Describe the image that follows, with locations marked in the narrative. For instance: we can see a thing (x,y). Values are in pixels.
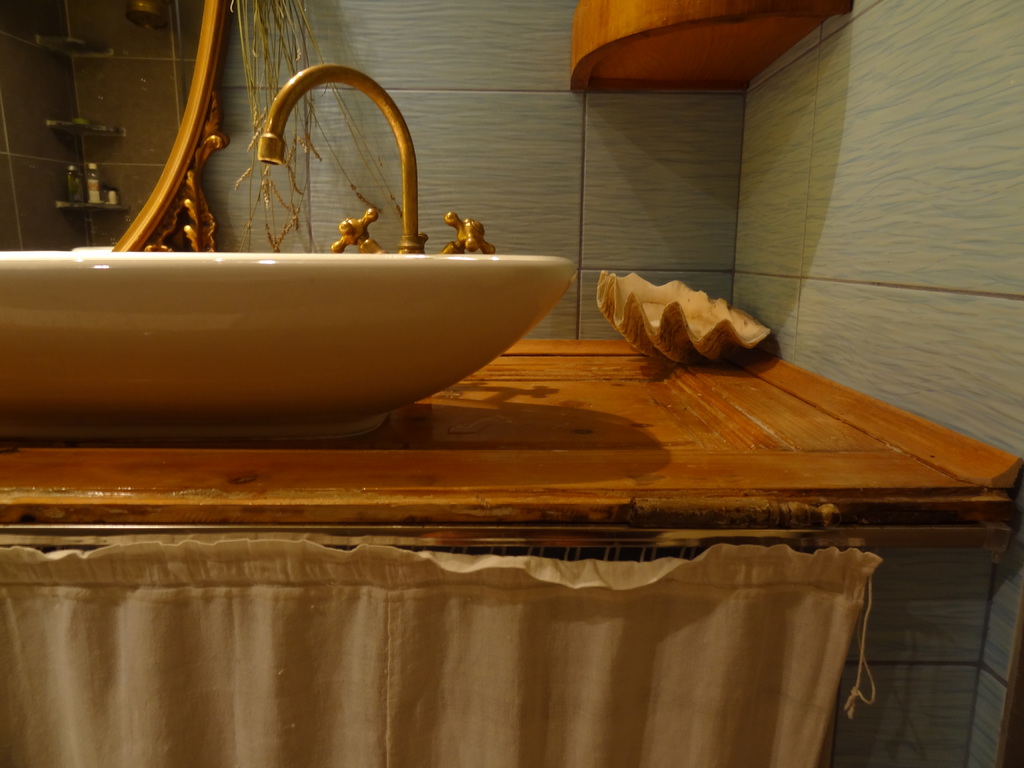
The image is taken in the washroom (799,196). In the center of the image (396,281) there is a sink (316,269). At the bottom (874,524) we can see a table (979,490) and there is a curtain (466,613). On the right (689,303) there is a decor (675,324) placed on the table (716,415). In the background (162,133) there is a mirror (94,189) and a wall (449,145).
